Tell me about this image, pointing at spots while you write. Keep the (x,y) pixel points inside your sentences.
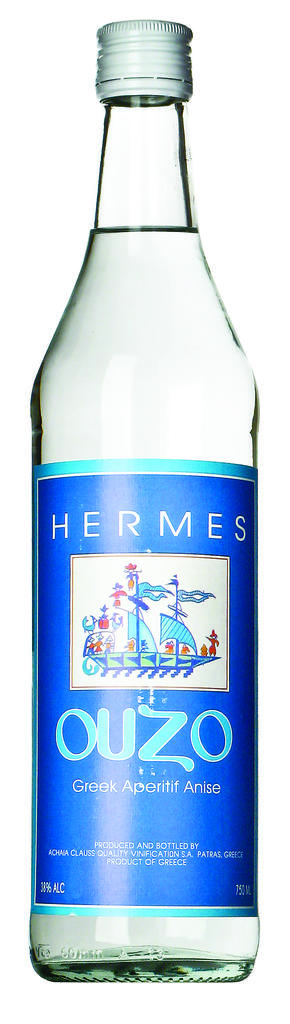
In this picture we can see a bottle (233,707) with drink (76,405) in it and the bottle (228,705) has a sticker (242,676) and in the background (270,621) we can see it is white color.
